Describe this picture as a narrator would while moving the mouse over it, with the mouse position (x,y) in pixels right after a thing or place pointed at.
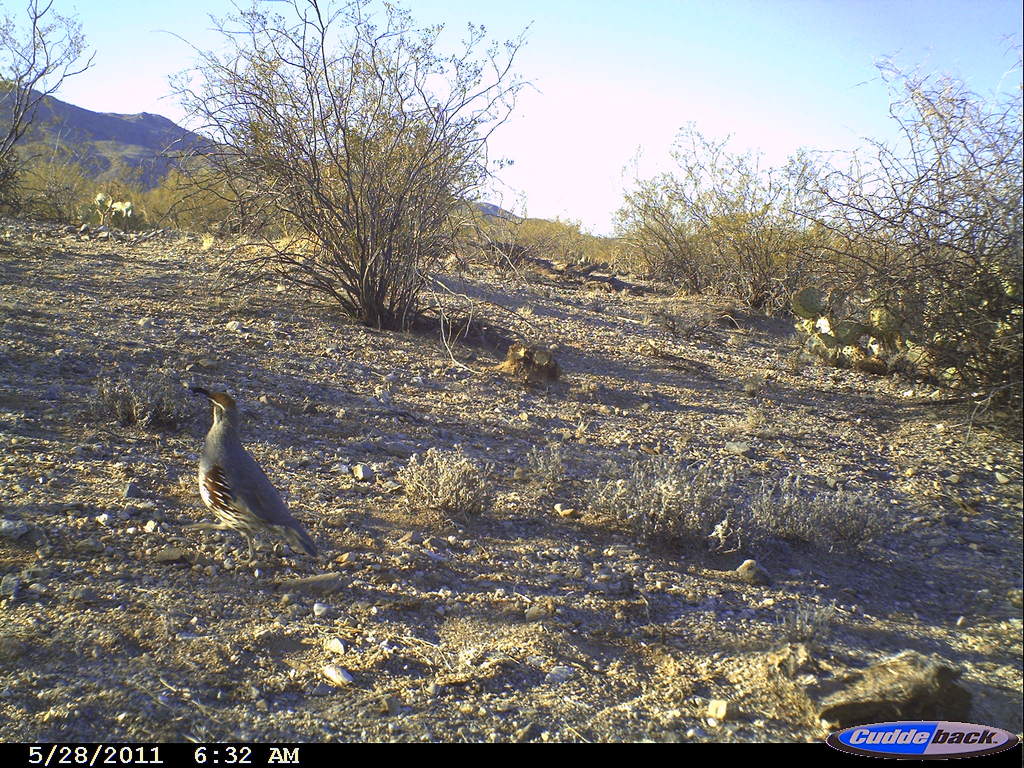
In this image there is a bird (215,468) on a slope area (447,265), in the background (287,229) there are plants (159,194), mountain (64,101) and the sky (639,91), at the bottom (121,762) there is a date (156,765), time (283,761) and a logo (891,734).
